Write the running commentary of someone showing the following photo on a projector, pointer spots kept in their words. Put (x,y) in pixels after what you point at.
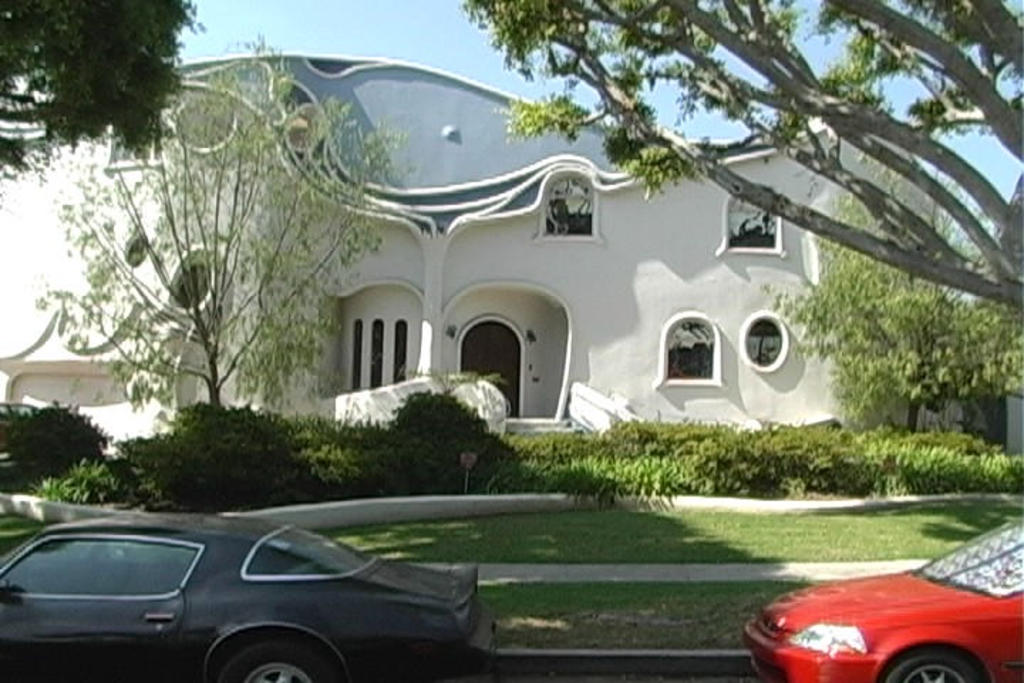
In this image I can see two cars (858,613) which are red and black in color. I can see some grass (680,587) on the ground (696,576), few plants (633,470), few trees (166,306) which are green in color and a building (639,284) which is blue and white in color. In the background (430,20) I can see the sky (354,44).
